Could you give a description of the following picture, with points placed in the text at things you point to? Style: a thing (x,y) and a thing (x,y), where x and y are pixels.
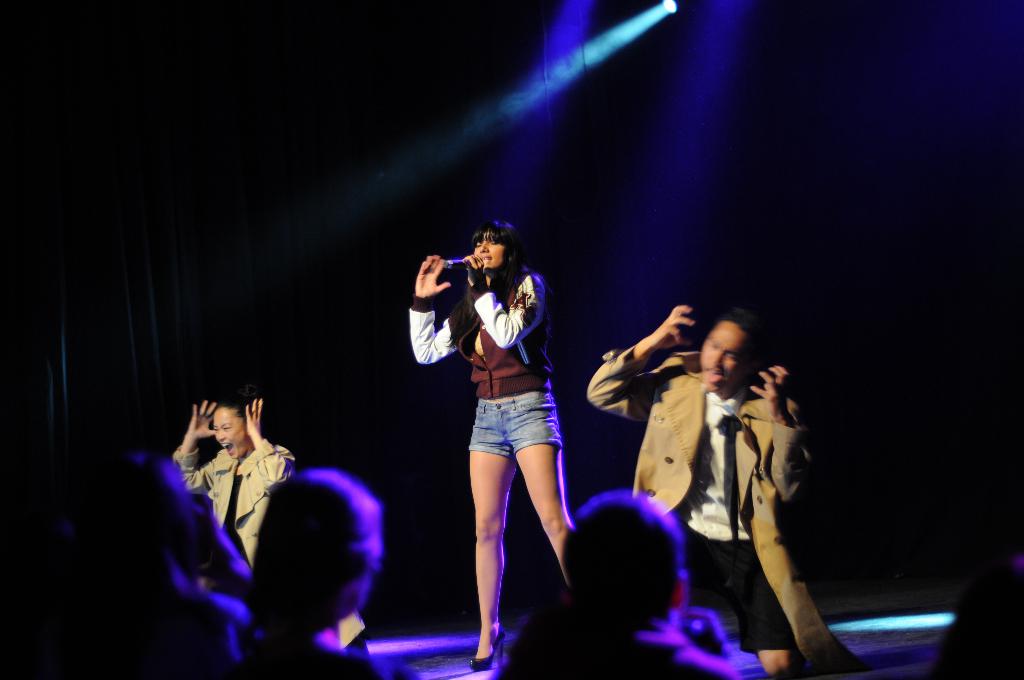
In the center of the image (497,345) we can see a lady (495,350) standing and holding a mic (459,263) in her hand (484,272), may be she is singing and there are two people (761,523) performing. At the bottom (324,567) there is crowd (255,623). At the top (678,120) there are lights (582,62).
